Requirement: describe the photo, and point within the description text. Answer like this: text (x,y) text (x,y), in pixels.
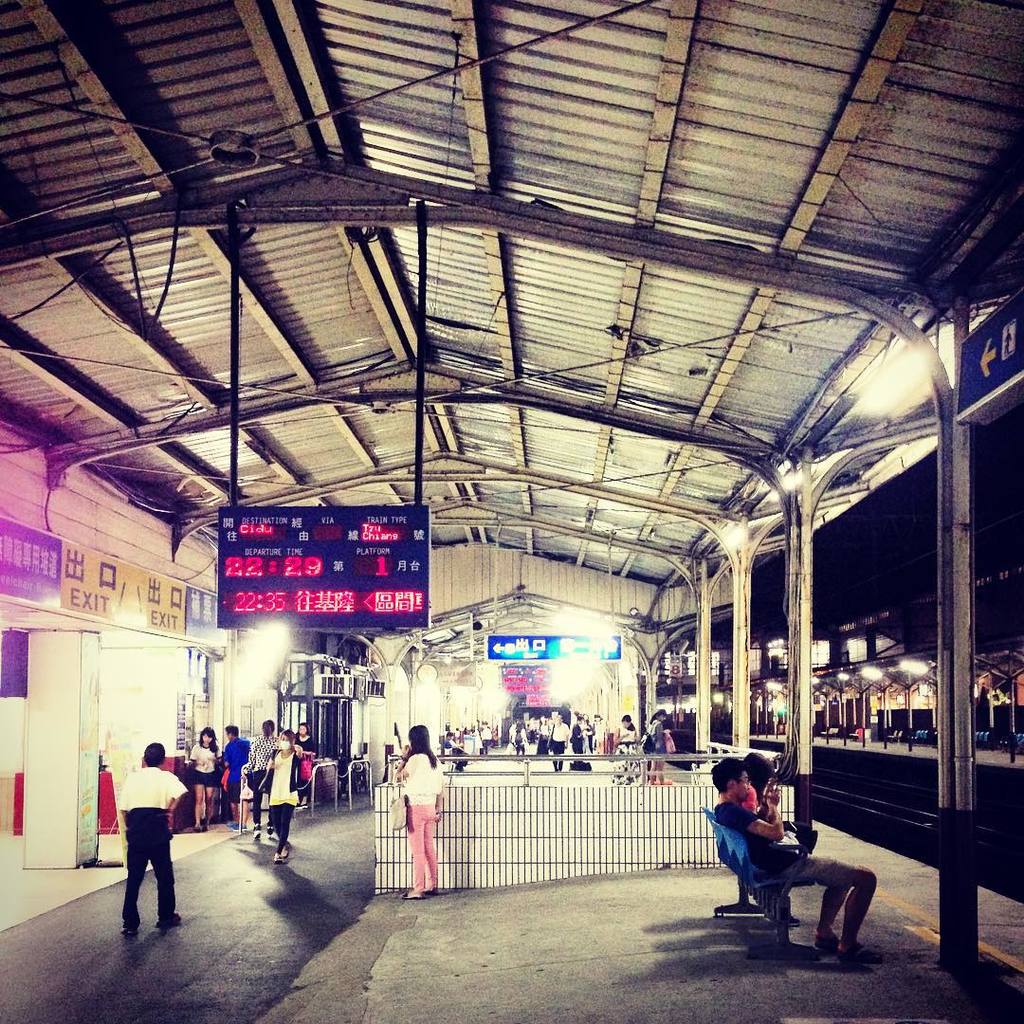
This image might be taken in an railway station (565,822). In this image we can see persons (196,768), display board (321,558), platforms (849,1014), pillars (803,744), lights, sign boards (560,655), wires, air conditioners (349,685), check gates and chairs (922,740).
